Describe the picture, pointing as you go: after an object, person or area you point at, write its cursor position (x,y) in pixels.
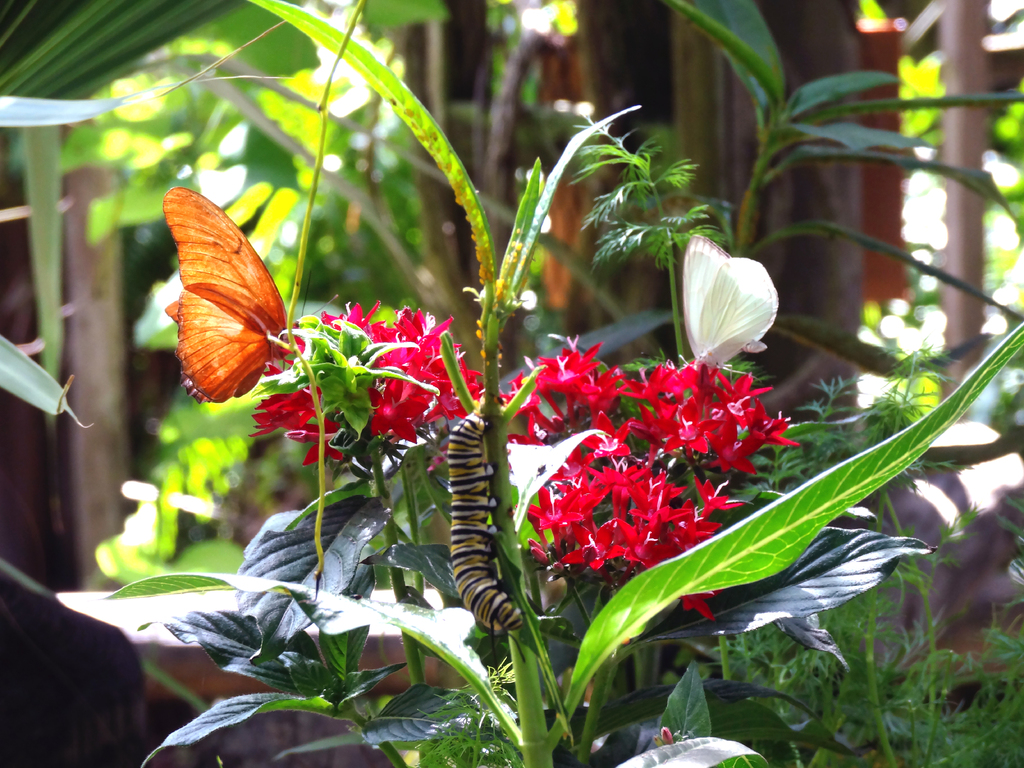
In this image there is a caterpillar (494,592) on the plant (517,563). Two butterflies (738,326) are on the flowers (665,504) of a plant (641,626) having few leaves (383,680). Behind it there are few plants (812,127).
